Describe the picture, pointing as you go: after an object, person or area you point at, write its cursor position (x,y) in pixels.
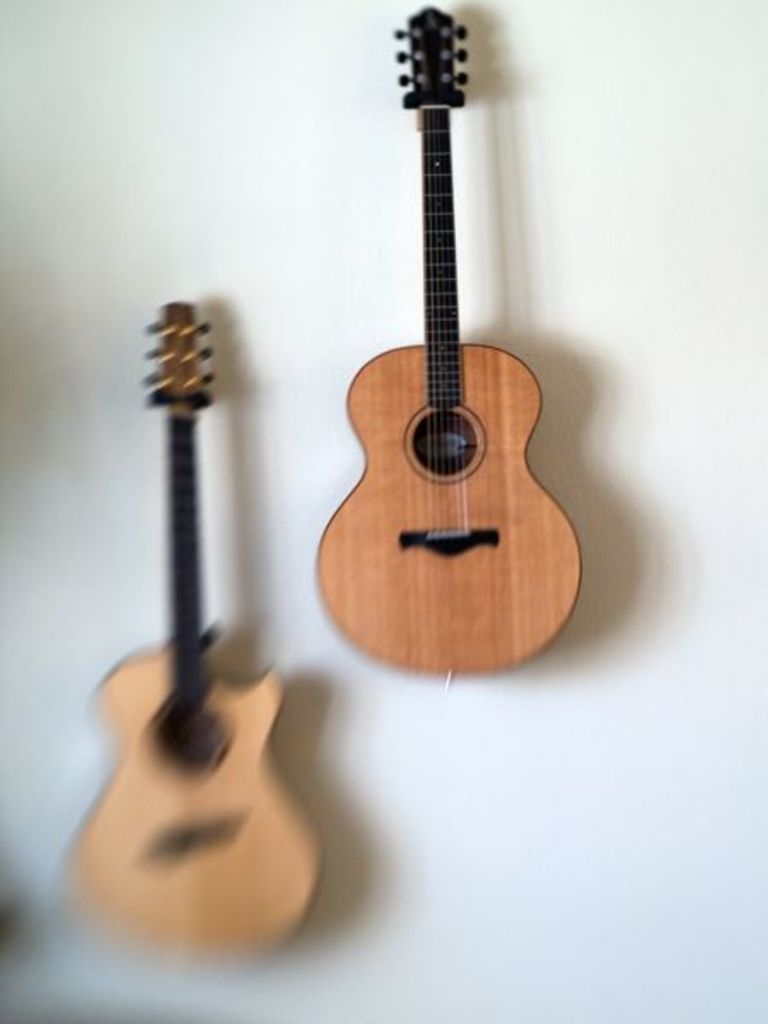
In the picture there are two guitars (277,855) in brown and black colour they are attached to the wall (323,302).
